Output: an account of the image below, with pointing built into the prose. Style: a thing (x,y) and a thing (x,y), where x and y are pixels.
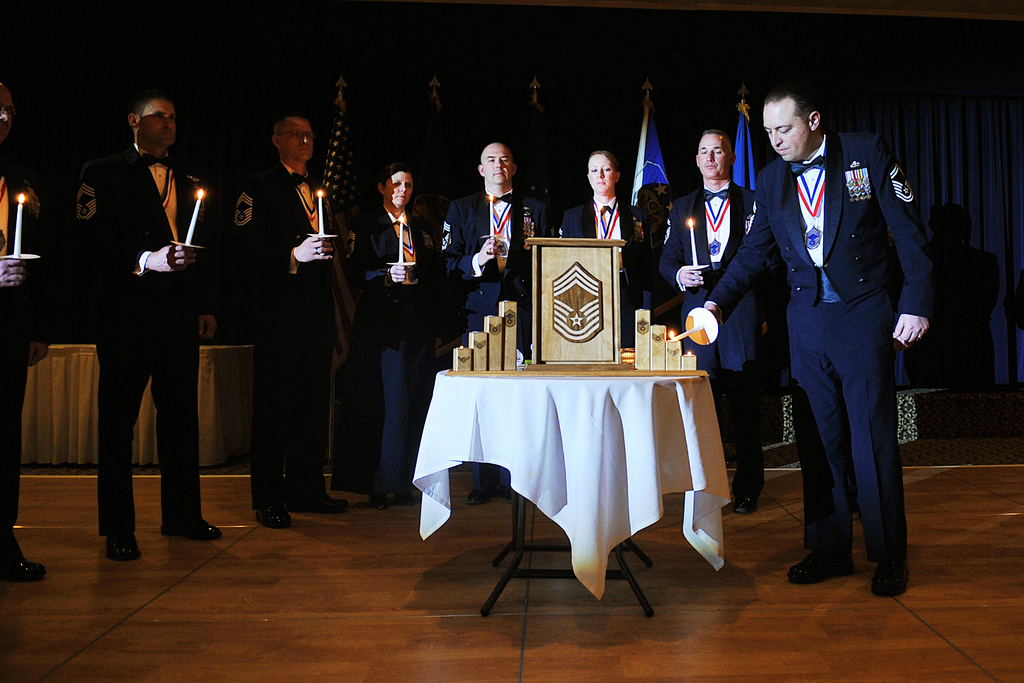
In this image I can see few people (700,236) are standing and all of them are holding candles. Here I can see a table (543,380) and a tablecloth (555,443). In the background (743,89) I can see few flags (441,217).
